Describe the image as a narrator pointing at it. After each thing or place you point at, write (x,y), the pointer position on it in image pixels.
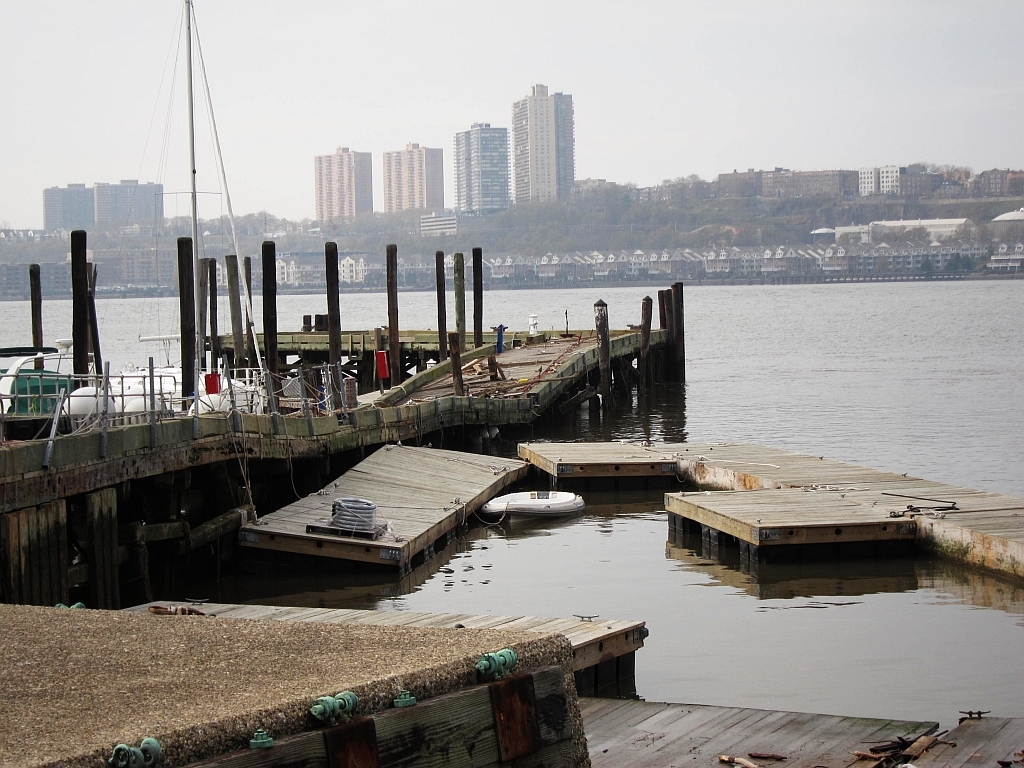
In the picture we can see the lake (1009,449) with water (720,580) and in it we can see a part the walking bridge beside it, we can see some wooden planks (899,500) in the water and far away from it, we can see many houses (105,275), trees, buildings (128,271) and tower buildings (327,211) and behind it we can see the sky (802,29).
